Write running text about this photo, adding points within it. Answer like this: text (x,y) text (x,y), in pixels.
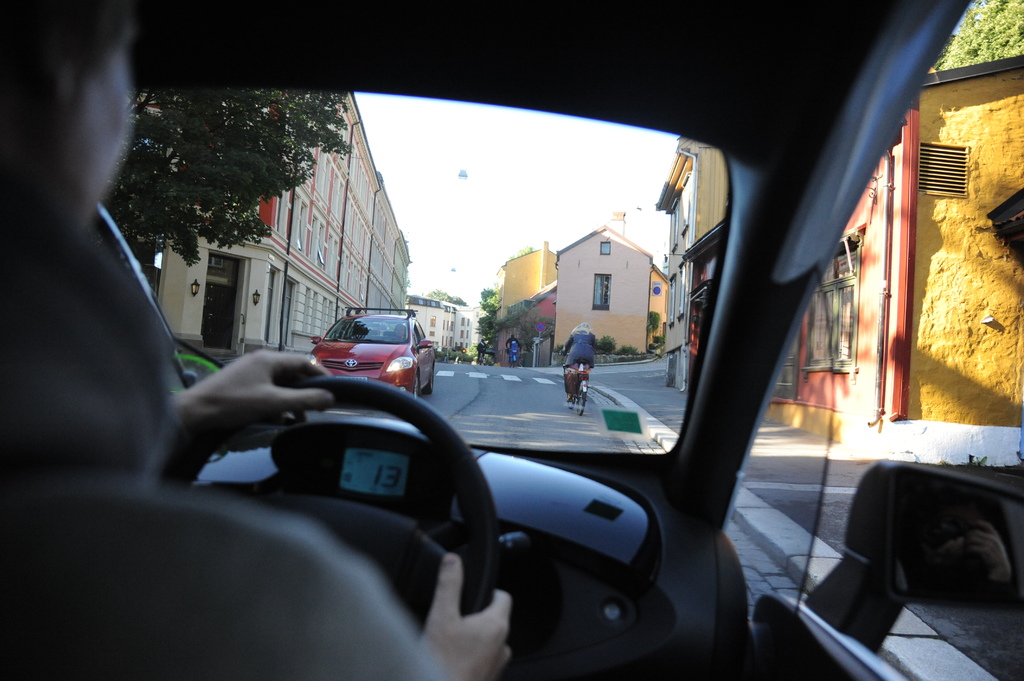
In the picture vehicles (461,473) and bicycles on the road (563,414). I can also see a person (209,391) is sitting in a vehicle (503,505). In the background (556,254) I can see trees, buildings (557,311), the sky (457,110) and some other things (785,440).
